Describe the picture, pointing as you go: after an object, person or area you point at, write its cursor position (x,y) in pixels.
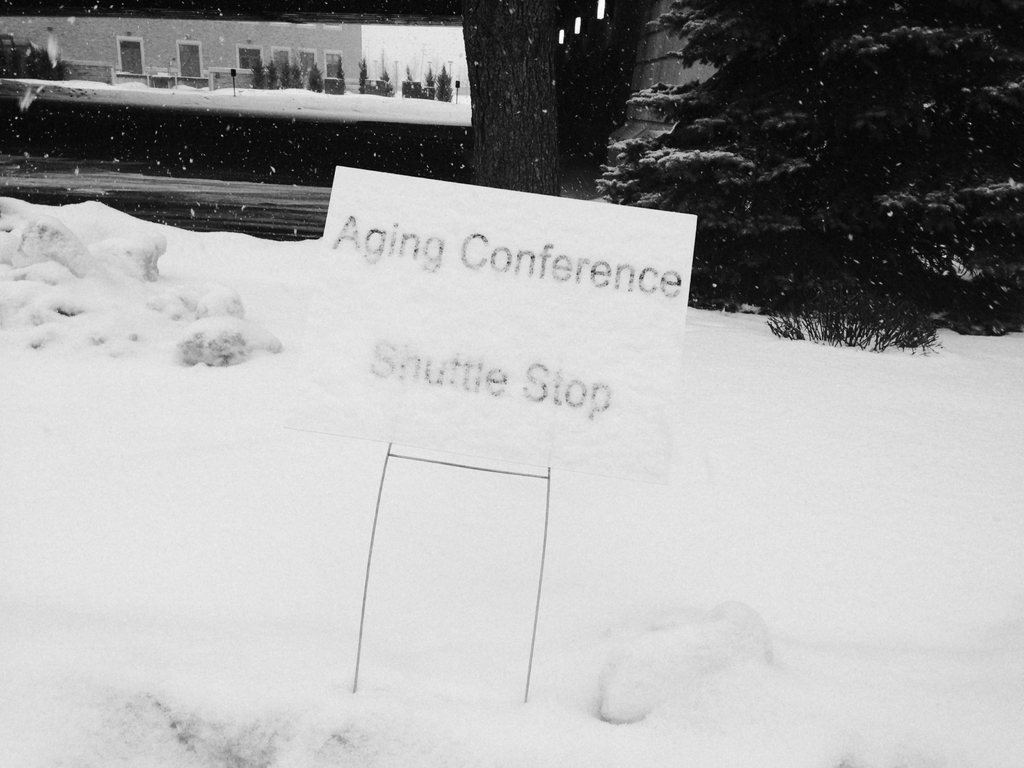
This picture consists of snow (186,296), on the snow (186,296) I can see a board (525,236) and I can see a text (540,258) and trees (952,158) visible on the right side (944,85) and in the middle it might be look like building (235,40) at the top (241,27).
